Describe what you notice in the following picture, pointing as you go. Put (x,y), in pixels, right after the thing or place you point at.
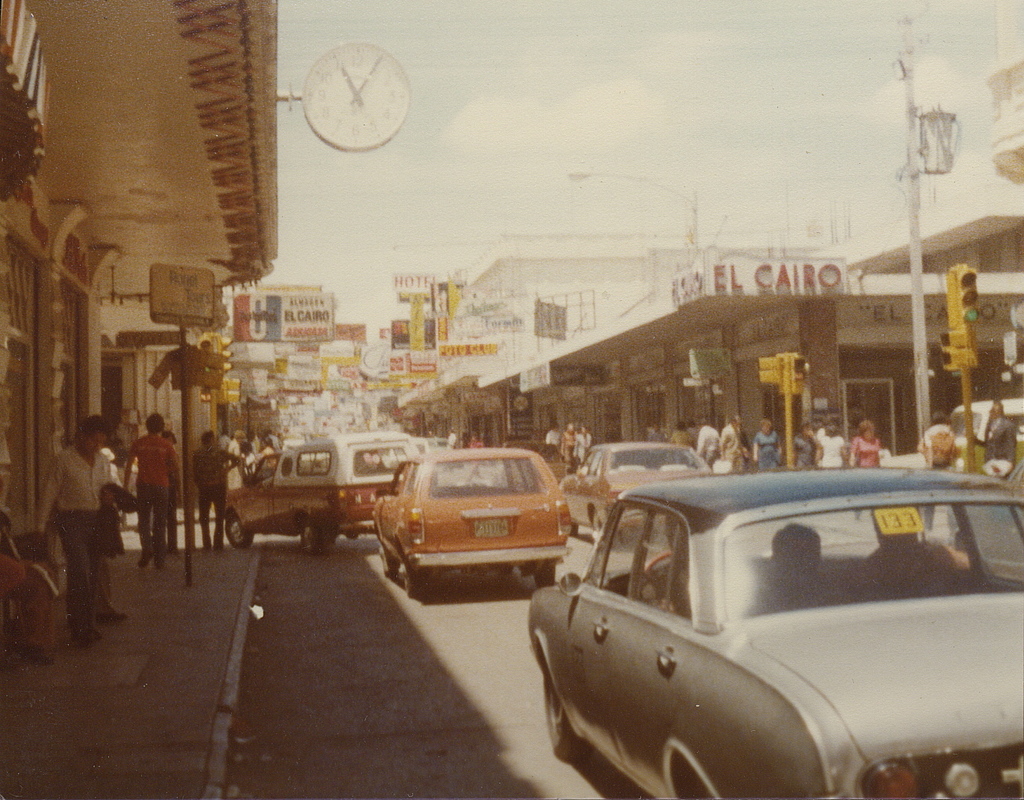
In this picture we can see many cars (322,448). On the right (988,455) there is a person (988,442) who is standing near to the traffic signal (969,369). Here we can see a woman (930,442) who is standing near to the pole (910,83). On the background (372,375) we can see banners (419,339), posters (403,359) and buildings (673,332). On the left (83,507) we can see a group of persons (78,447) are standing near to the sign boards (181,447). On the top left (315,98) there is a clock (394,93). Here we can see sky (602,102) and clouds (498,130).
